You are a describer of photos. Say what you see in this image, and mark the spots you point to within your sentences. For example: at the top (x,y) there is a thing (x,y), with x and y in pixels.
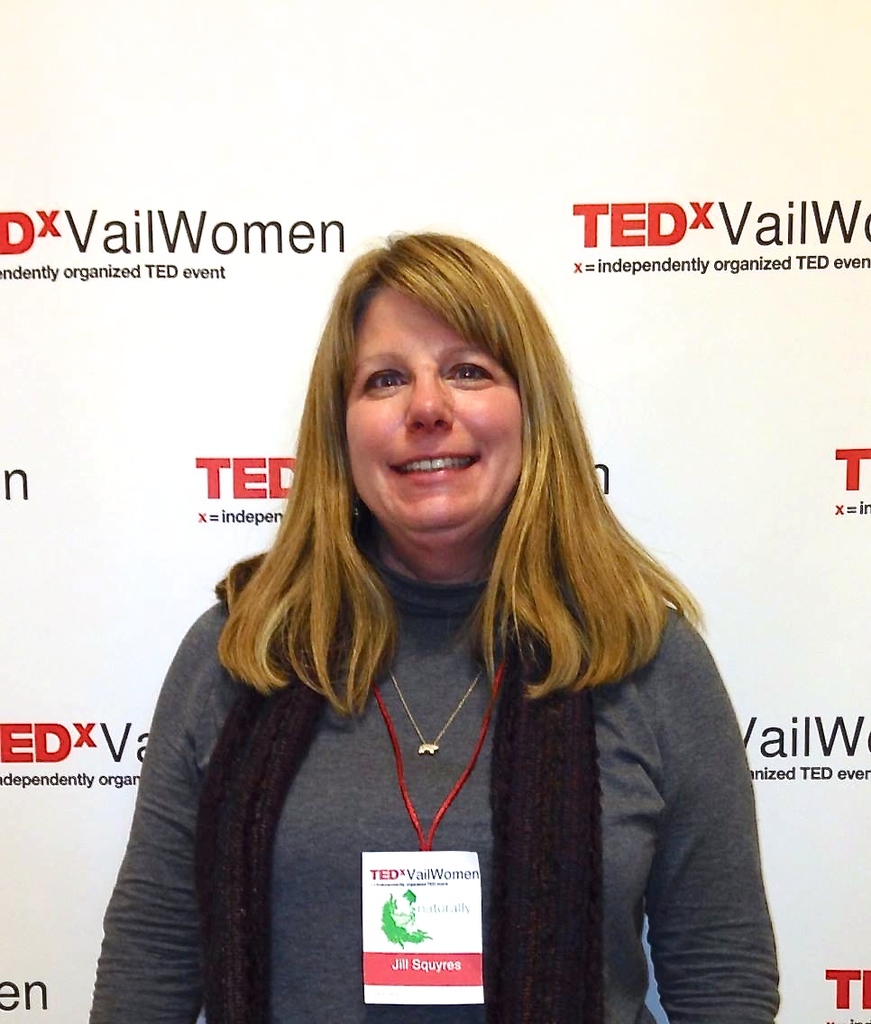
In this image I can see a woman (489,682) is standing in the front (627,662) and I can see she is wearing an ID card (421,854), a necklace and grey colour dress (617,720). I can also see smile (464,466) on her face (515,466). In the background (812,471) I can see a white colour thing (96,466) and on it I can see something is written.
